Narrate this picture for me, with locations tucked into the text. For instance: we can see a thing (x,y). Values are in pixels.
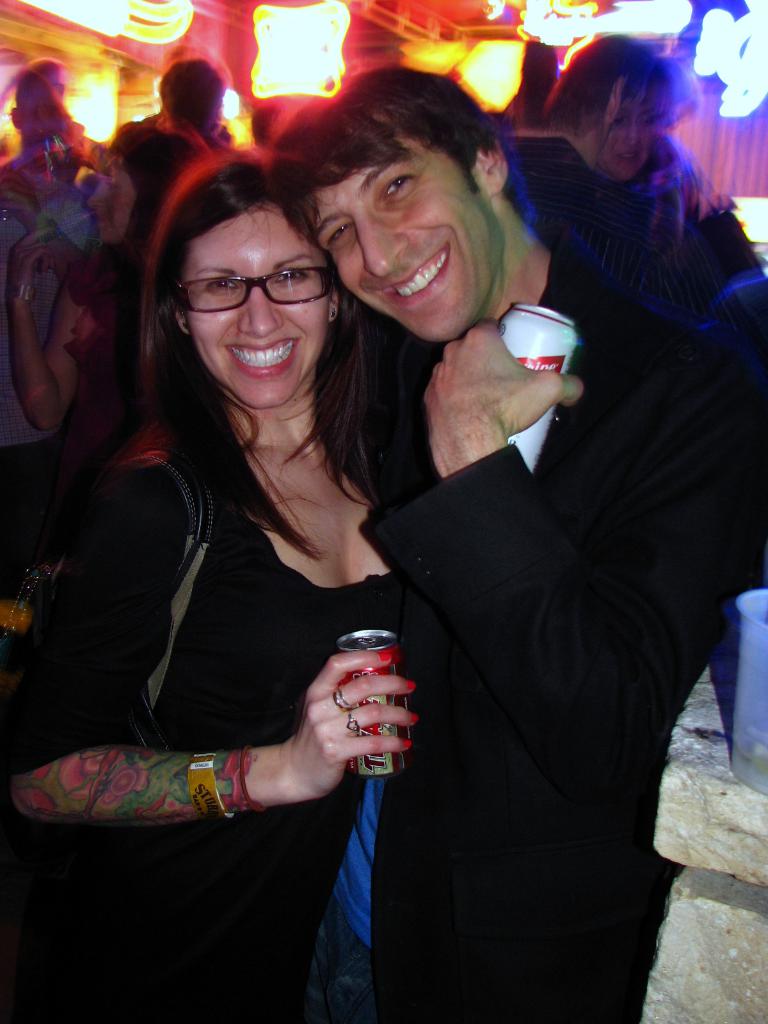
In the picture we can see a woman (262,1000) and a man (438,1021) are standing together, holding the tins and smiling, they are in the black dresses (181,980) and behind them we can see some people (0,313) are standing and we can also see some lights (178,0).
